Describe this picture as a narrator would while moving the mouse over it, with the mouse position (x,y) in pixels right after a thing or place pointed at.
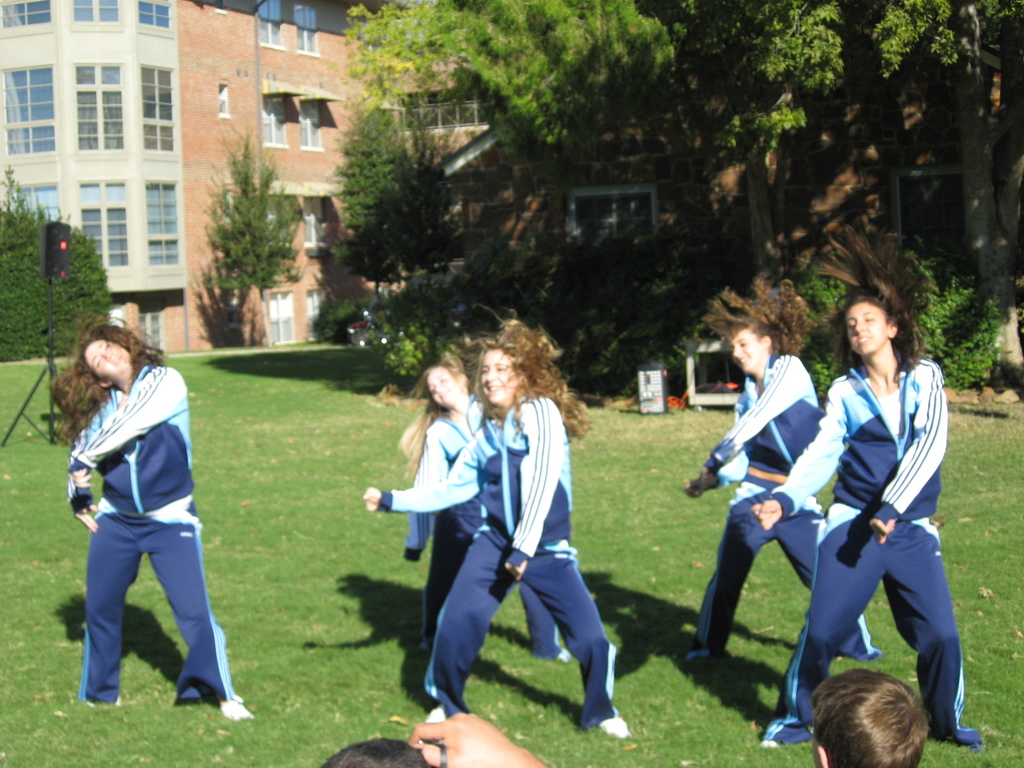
In the images there are a group of women (546,357) dancing in a garden (377,418), behind them there are some trees (744,121) and behind the trees (768,96) there is a huge building (313,96).
